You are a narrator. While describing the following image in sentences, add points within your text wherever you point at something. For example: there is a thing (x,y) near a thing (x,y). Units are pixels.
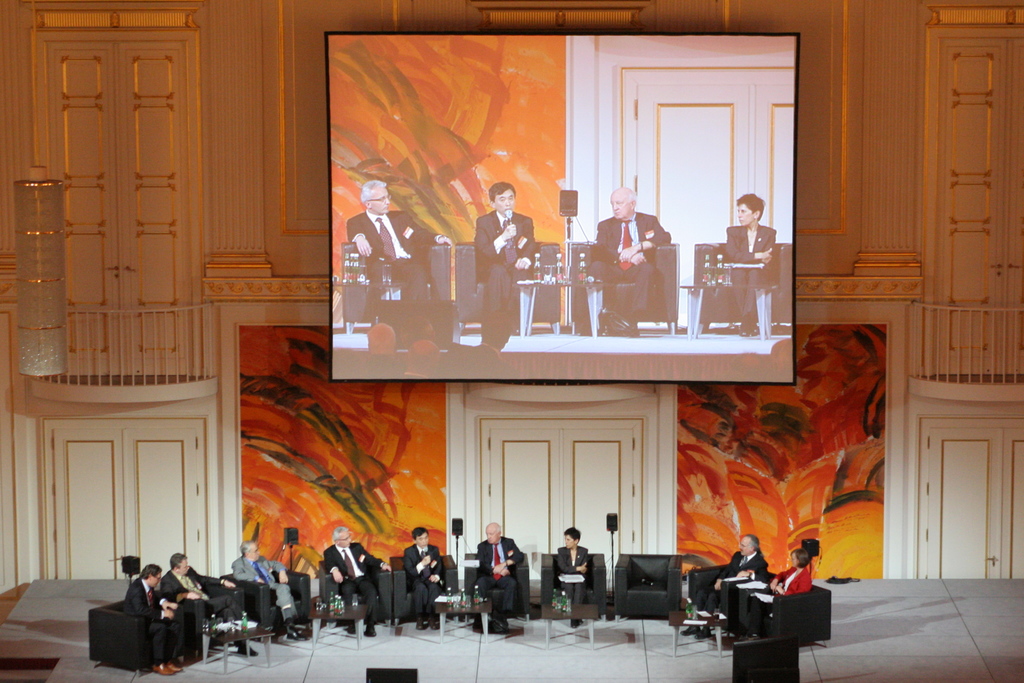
In this Image I can see number of people (157,621) are sitting on chairs (144,648). I can also see all of them are wearing formal dress (495,574). Here I can see few tables (214,637) and on these tables (484,602) I can see few stuffs (238,623). In the background (259,497) I can see graffiti (254,482), a screen (343,278) and on it I can see few people (374,183) are sitting.
